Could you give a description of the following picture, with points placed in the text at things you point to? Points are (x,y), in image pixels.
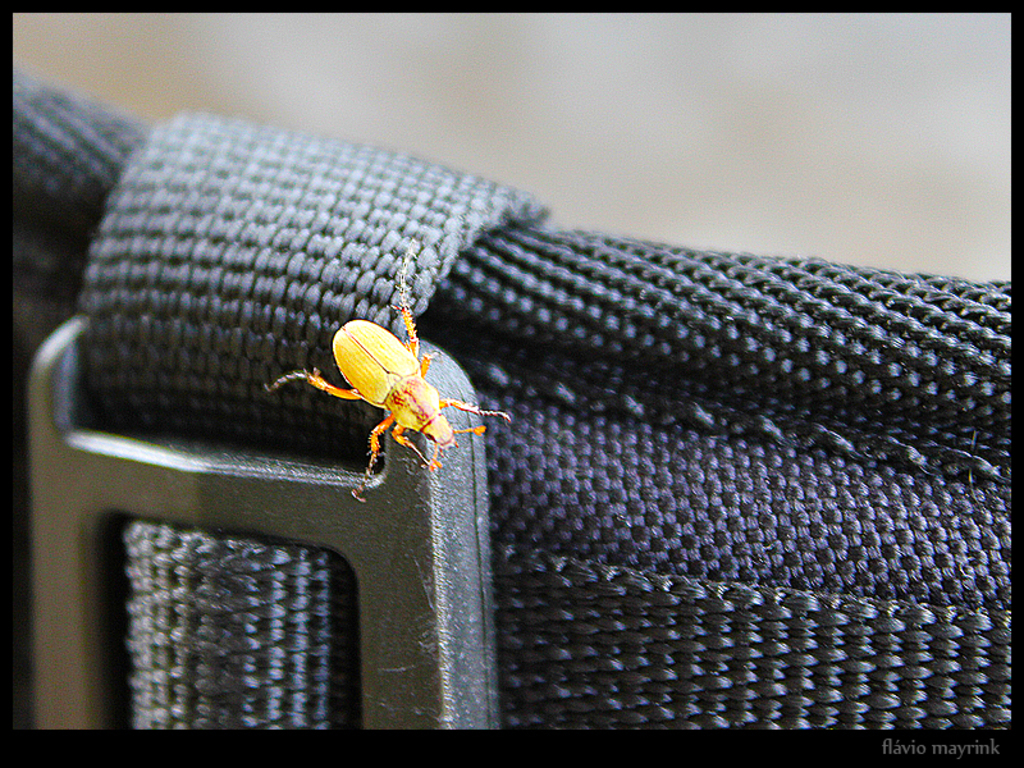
In the center of the image (402,379) we can see an insect (360,359) on the buckle (435,573).
